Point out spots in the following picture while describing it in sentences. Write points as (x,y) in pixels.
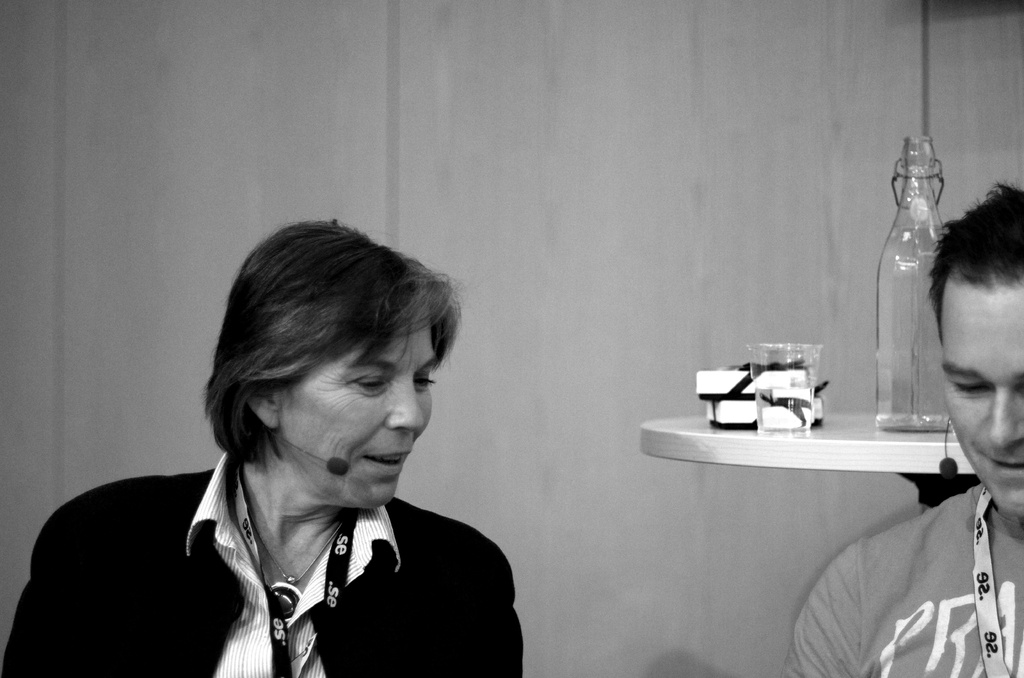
It is the black and white image in which there is a woman (197,492) in the left side (251,587) and a man (885,550) on the right side (917,570). In between them there is a table (821,439). On the table (790,435) there is a glass bottle (880,367), glass cup (785,375) and two boxes (717,387). The woman (321,418) is wearing a mic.
